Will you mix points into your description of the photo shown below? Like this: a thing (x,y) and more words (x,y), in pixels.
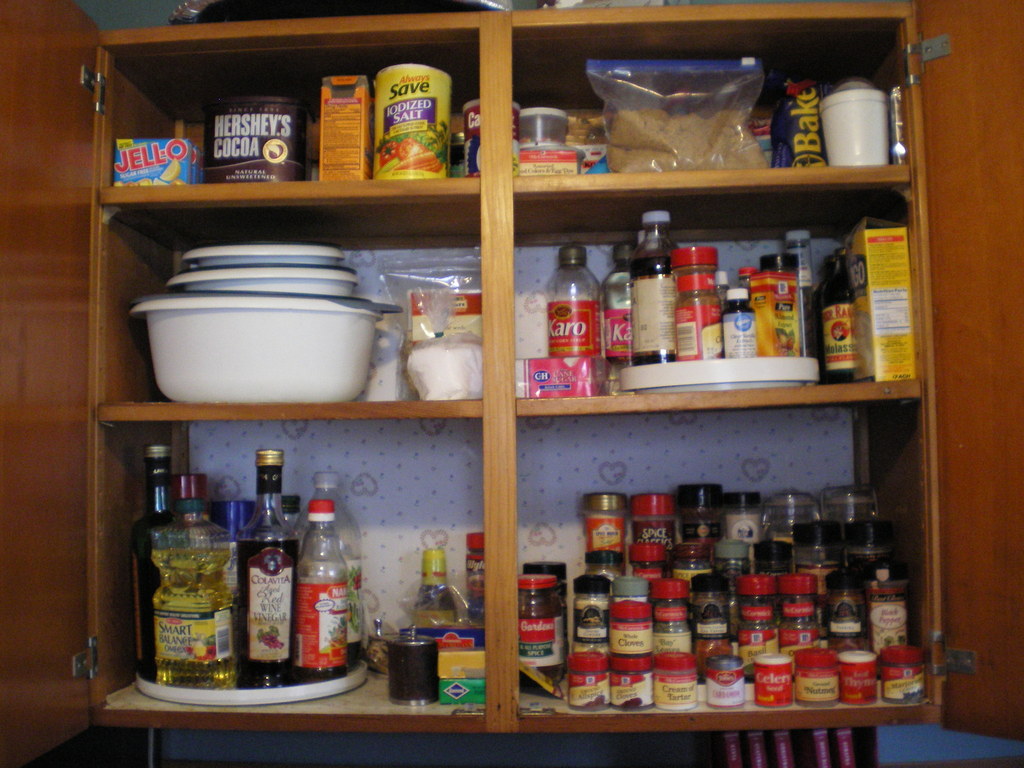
Here in this picture we can see a cup board (369,193), that is filled with bottles (306,546), containers (611,572), boxes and bowls (330,265) and all other food items (778,126) present in it over there.
